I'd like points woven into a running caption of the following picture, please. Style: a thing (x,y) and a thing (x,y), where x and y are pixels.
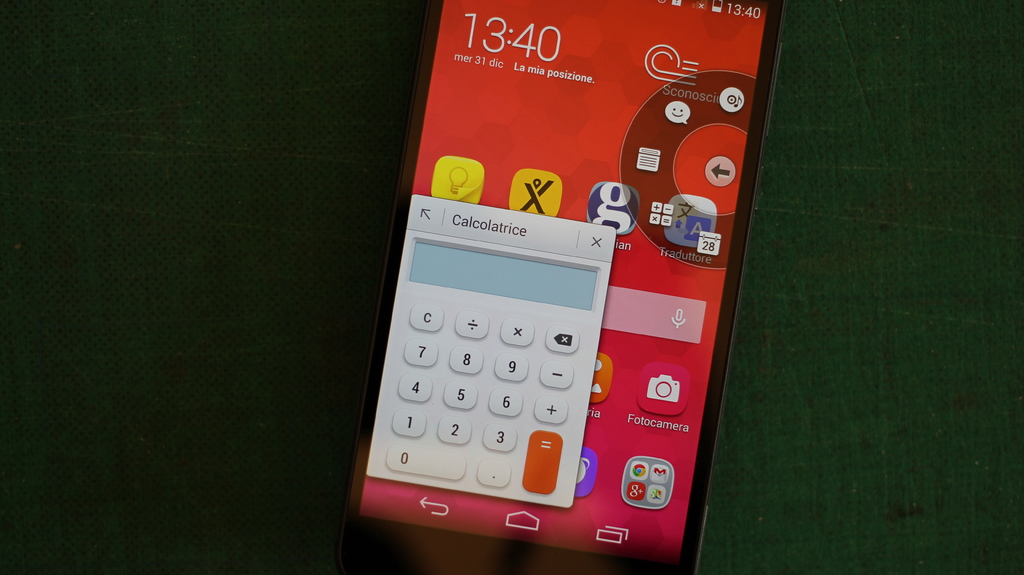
In the center of the image (467,344) we can see a mobile (588,272) is present on the surface (893,517). In the mobile (591,328) we can see the apps (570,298), text (451,431) and keypad (459,332).
